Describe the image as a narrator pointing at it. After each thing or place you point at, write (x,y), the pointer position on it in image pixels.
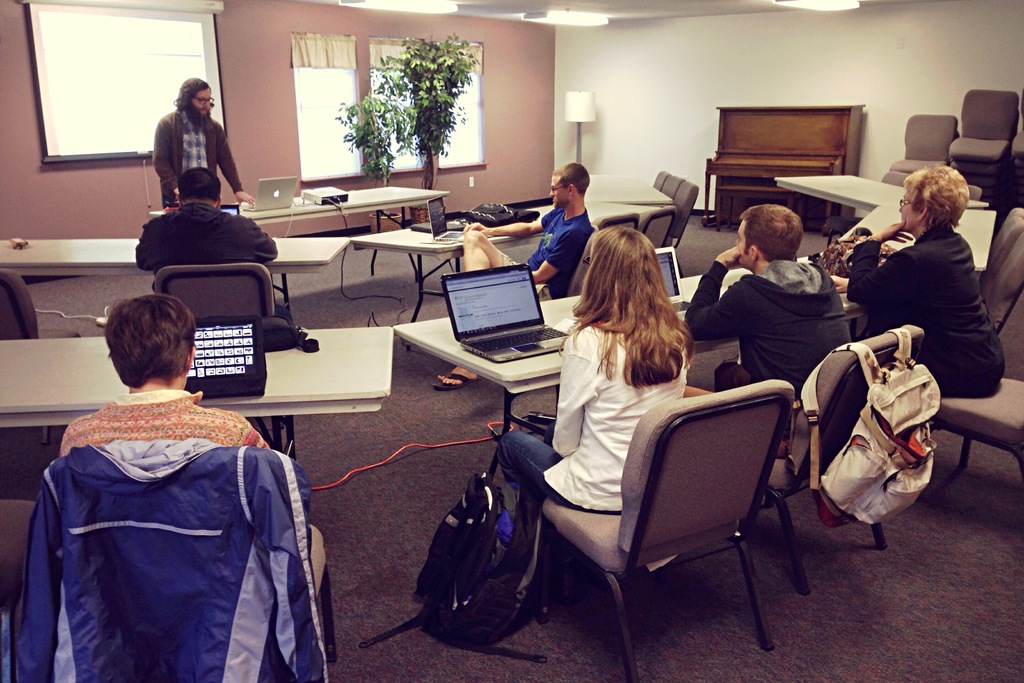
In the image the group of people (505,449) are sitting and one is standing. In the bottom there is a wire (355,473), at the back (175,67) there is a screen (176,80) and there is a plant (430,123) before the window (465,140), at the top of the image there is a light (574,26) and at the right side of the image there is a lamp (590,117) and desk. There is a laptop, bag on the table (451,347).
